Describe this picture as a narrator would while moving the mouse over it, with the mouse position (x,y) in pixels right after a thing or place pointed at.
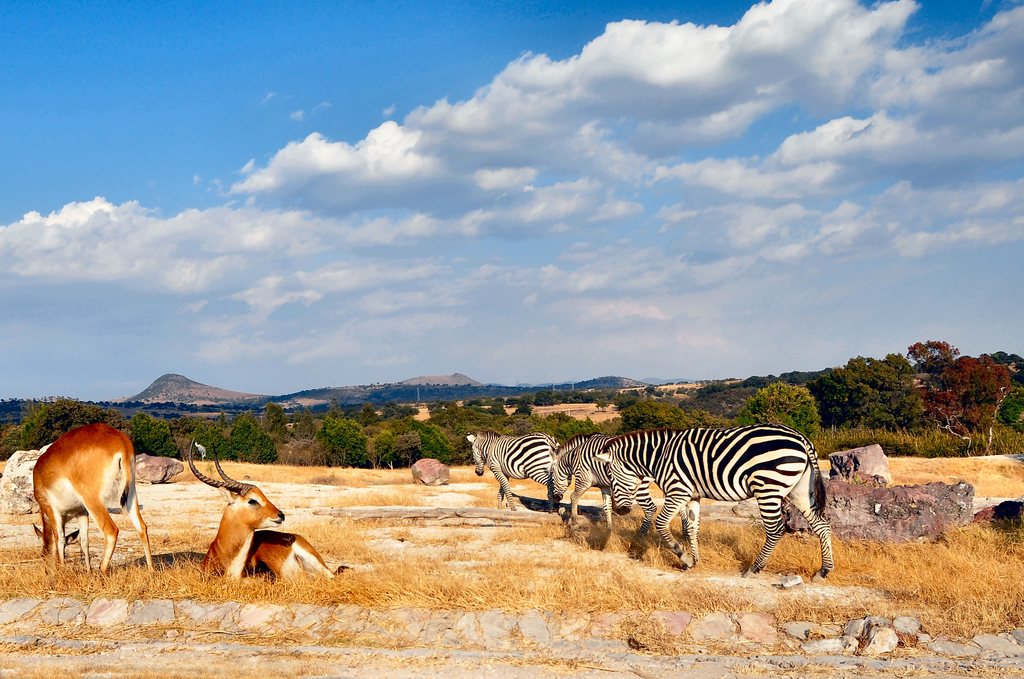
In this picture we can see animals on the ground (598,584), here we can see dried grass (885,575), some stones (792,574) and in the background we can see trees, mountains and sky (985,149) with clouds (637,121).
